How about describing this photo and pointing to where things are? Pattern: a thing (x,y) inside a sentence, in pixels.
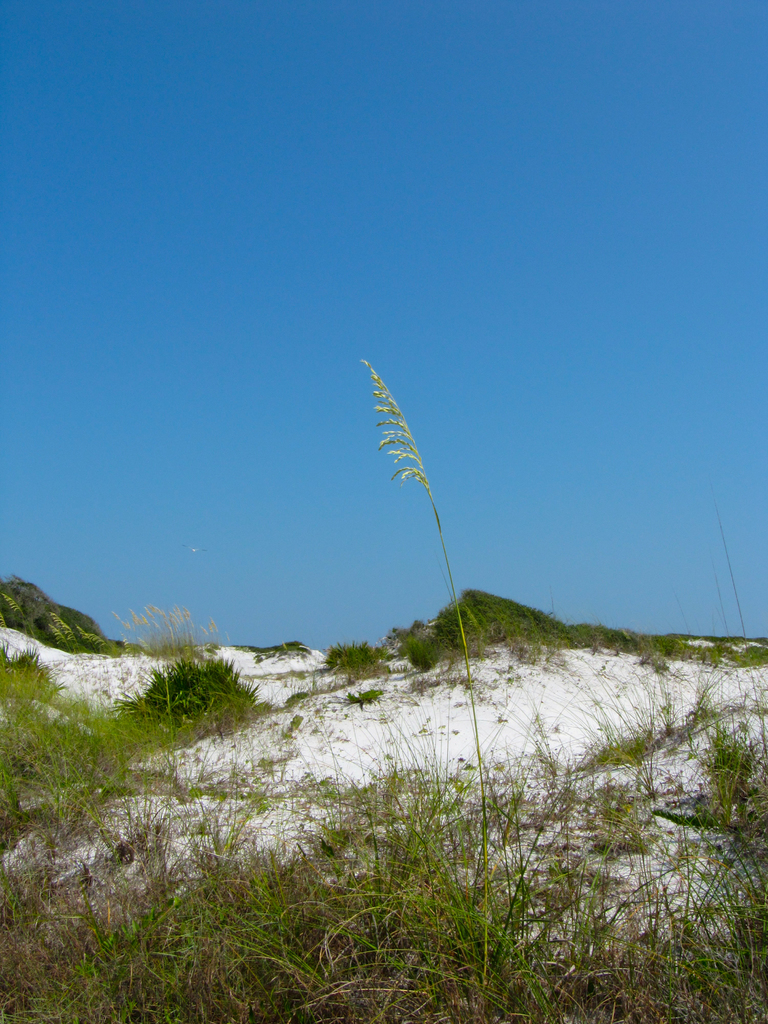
We can see grass (75,732) and sand (37,641). In the background (375,248) we can see sky (419,210) in blue color.
